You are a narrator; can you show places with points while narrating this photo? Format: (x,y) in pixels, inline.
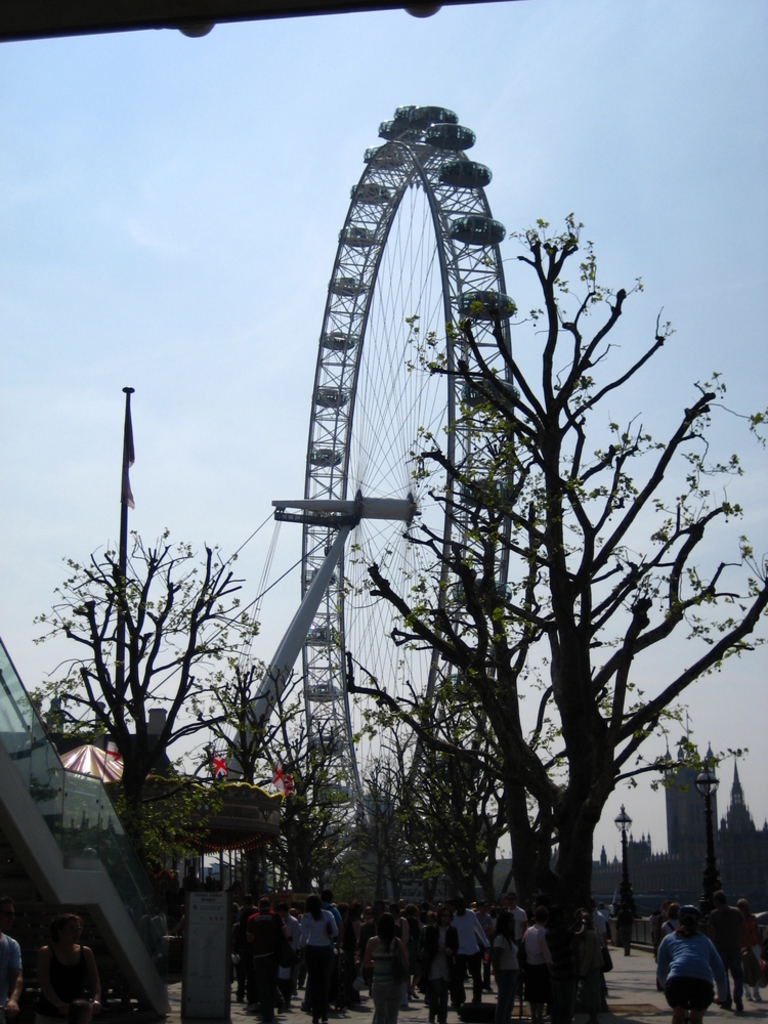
In the foreground of the image (475,951) we can see a group of people (343,947) standing on the ground (235,992), a group of trees (430,833), a staircase (23,819). In the background (411,163), we can see a Ferris wheel (449,383) and a flag (128,479) on a pole (123,515) and the sky (163,256).
